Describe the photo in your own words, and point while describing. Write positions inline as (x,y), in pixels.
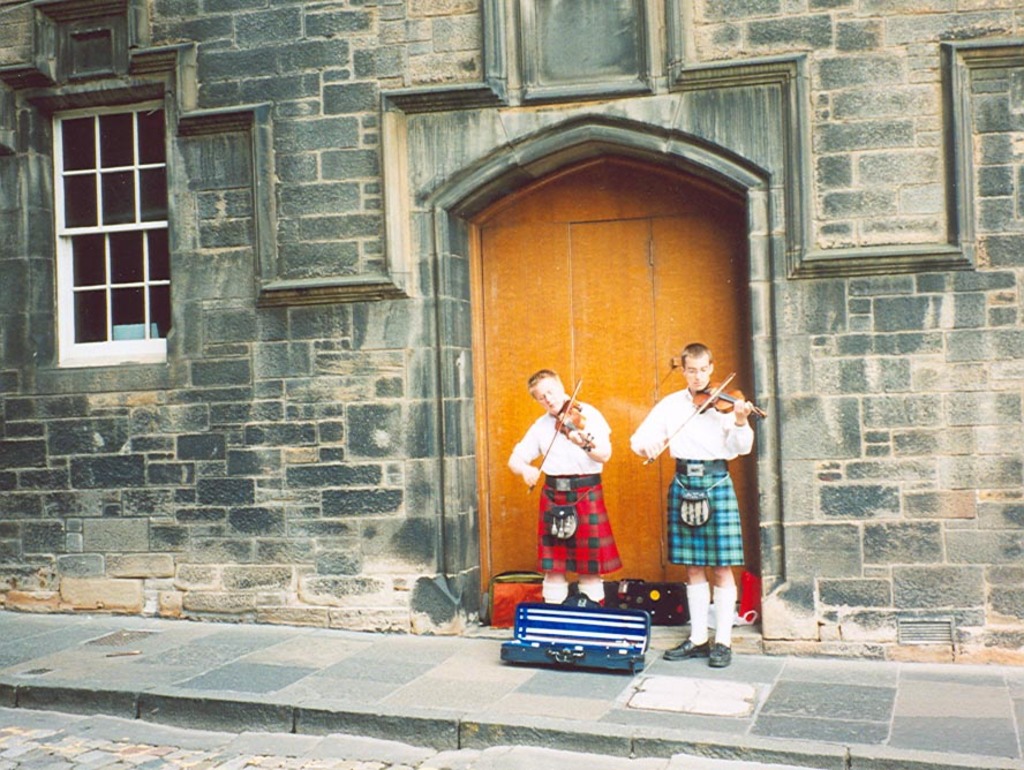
This picture is clicked outside. In the center (568,487) we can see the two persons (599,526) wearing white color shirts (712,450) and standing and playing violins (733,405) and we can see there are some objects (615,664) placed on the ground (265,672). In the background (117,288) we can see the window (102,224) and the door (598,262) of the building (193,344).
